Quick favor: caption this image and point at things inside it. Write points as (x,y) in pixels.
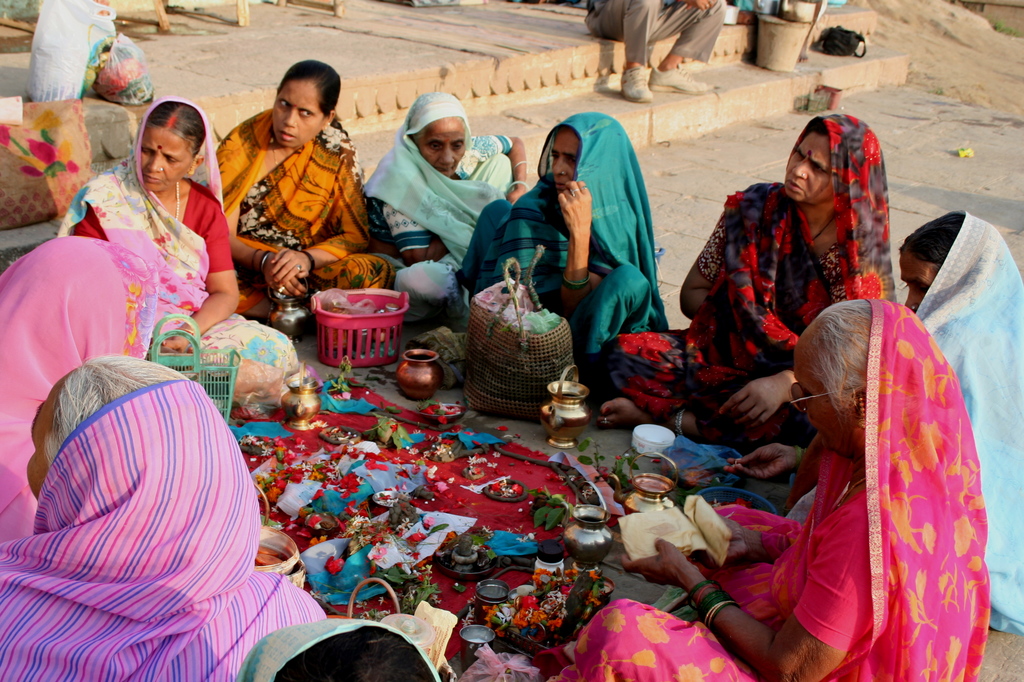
In this image, I can see a group of women (267,656) sitting. These are the baskets (363,314). I can see the flowers (336,565), clothes (367,562) and few other objects (467,452) are placed on the floor (484,583). At the top of the image (640,93), I can see a person (642,19) sitting. This looks like a bucket (791,48) and a bag (846,49). On the left side of the image (74,168), I can see the bags (86,84).
